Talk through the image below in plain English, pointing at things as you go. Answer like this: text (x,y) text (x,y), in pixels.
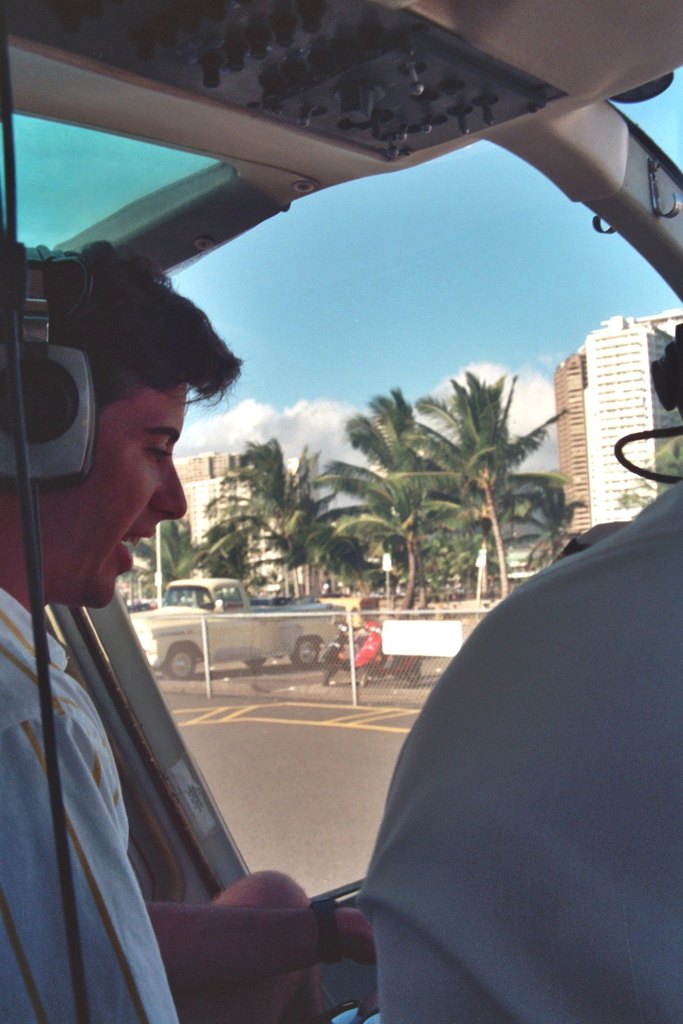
In this image there are two pilots (480,706) sitting in the helicopter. They are keeping headphones (55,391). In front of them there is a glass (425,359) through which we can see that there are buildings (566,396) and trees (397,472) beside them. On the road (240,699) there is a car (256,652).
